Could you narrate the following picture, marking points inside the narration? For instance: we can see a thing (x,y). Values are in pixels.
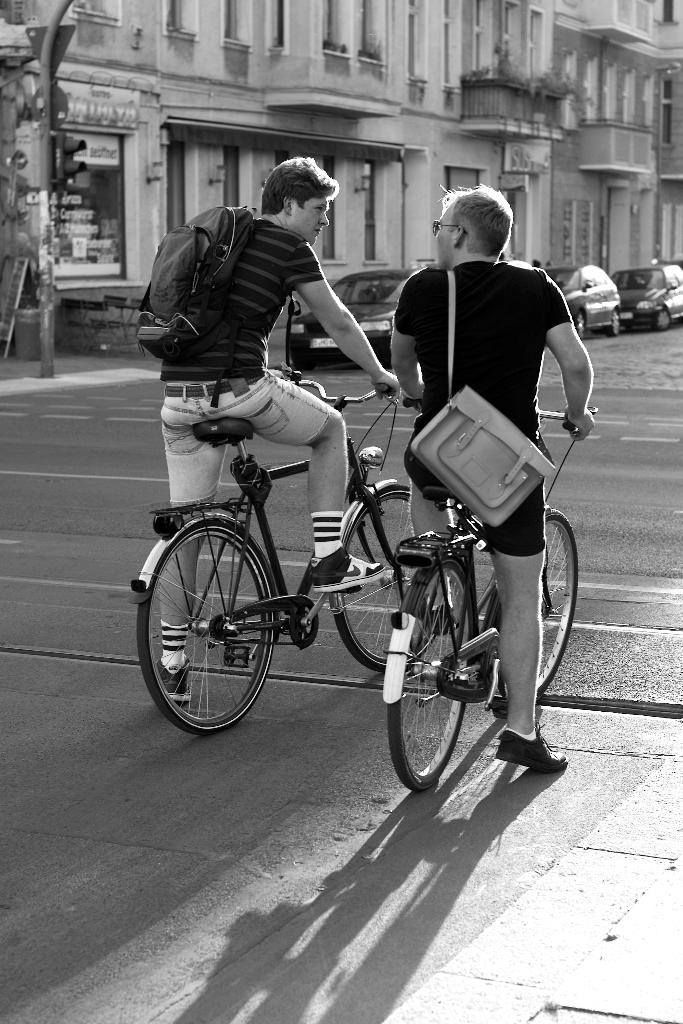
Two men (290,225) are standing with bicycles (450,691) on a road (606,607). They are wearing bags (170,315). There are cars (361,298) in the background (371,294).
